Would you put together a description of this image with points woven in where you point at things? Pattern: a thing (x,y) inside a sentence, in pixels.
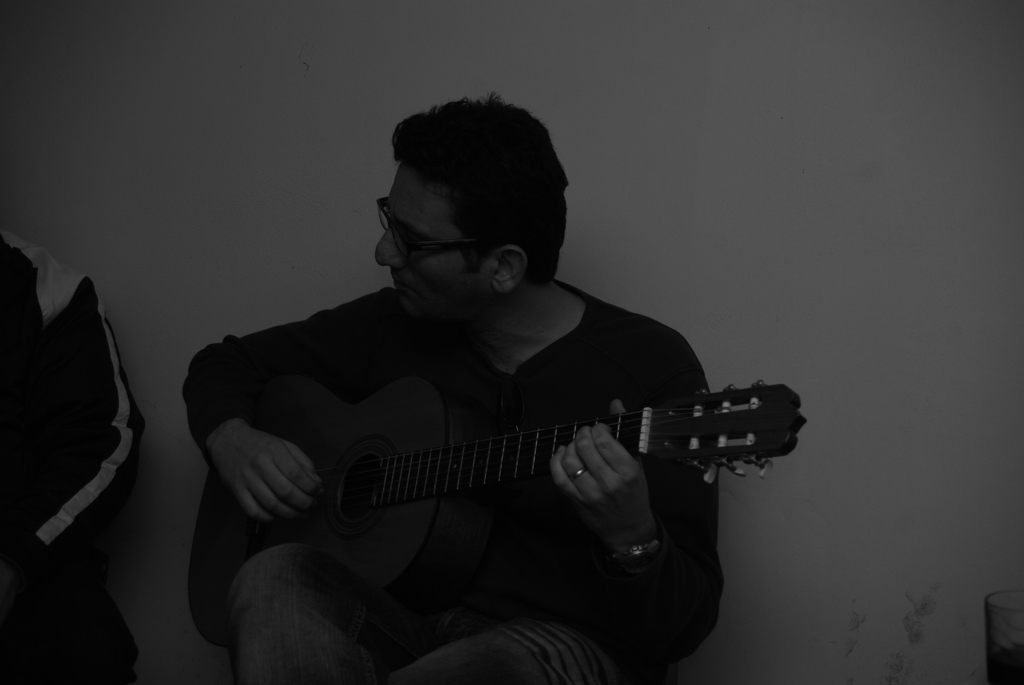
In the image a man (552,309) is sitting to the wall (643,252), he is playing the guitar (366,467), he is wearing spectacles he is looking to his right side, there is another person (83,479) sitting beside him to his right, in the background (555,111) there is a wall (710,214).
